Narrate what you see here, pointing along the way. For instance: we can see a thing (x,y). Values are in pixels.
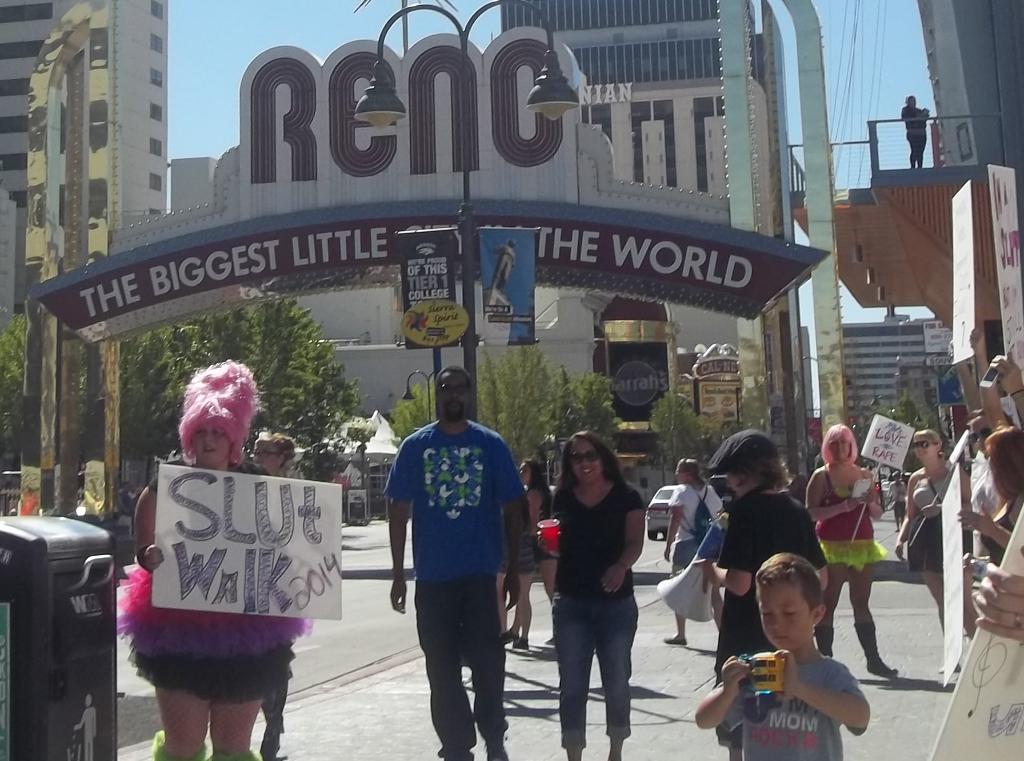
In the image we can see there are people (530,525) standing, they are wearing clothes (422,641). This is a white sheet (237,544) and text (309,506) on it, garbage bin (92,584), light pole (465,165), buildings (148,99), windows (151,125) of the building (150,137), trees (278,380), footpath (355,720), electric wires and pale blue sky (220,47).
